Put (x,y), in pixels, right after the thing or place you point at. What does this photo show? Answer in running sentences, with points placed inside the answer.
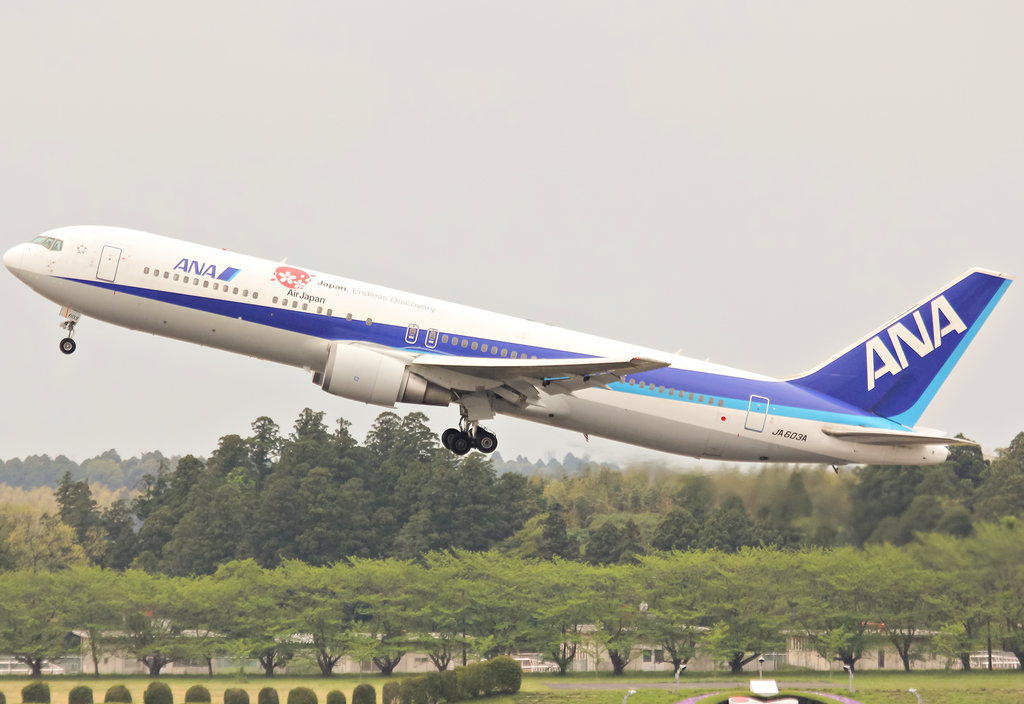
In this picture we can see an airplane (588,349) flying, here we can see trees (680,506), sheds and some objects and we can see sky (541,293) in the background (587,74).
